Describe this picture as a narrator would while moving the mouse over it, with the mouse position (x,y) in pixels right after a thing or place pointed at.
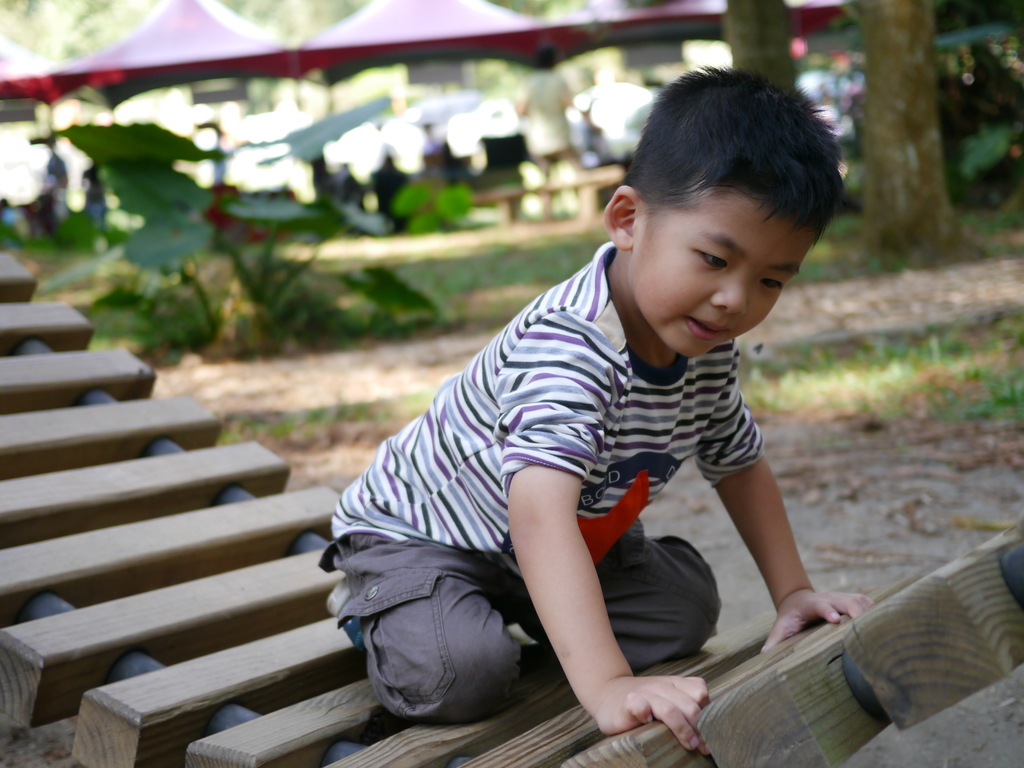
In this picture I can see a boy (628,387) is sitting on a wooden object (212,463). The boy (497,493) is wearing t-shirt (524,424) and pant (487,575). In the background (426,312) I can see trees (887,63) and grass (439,320).
